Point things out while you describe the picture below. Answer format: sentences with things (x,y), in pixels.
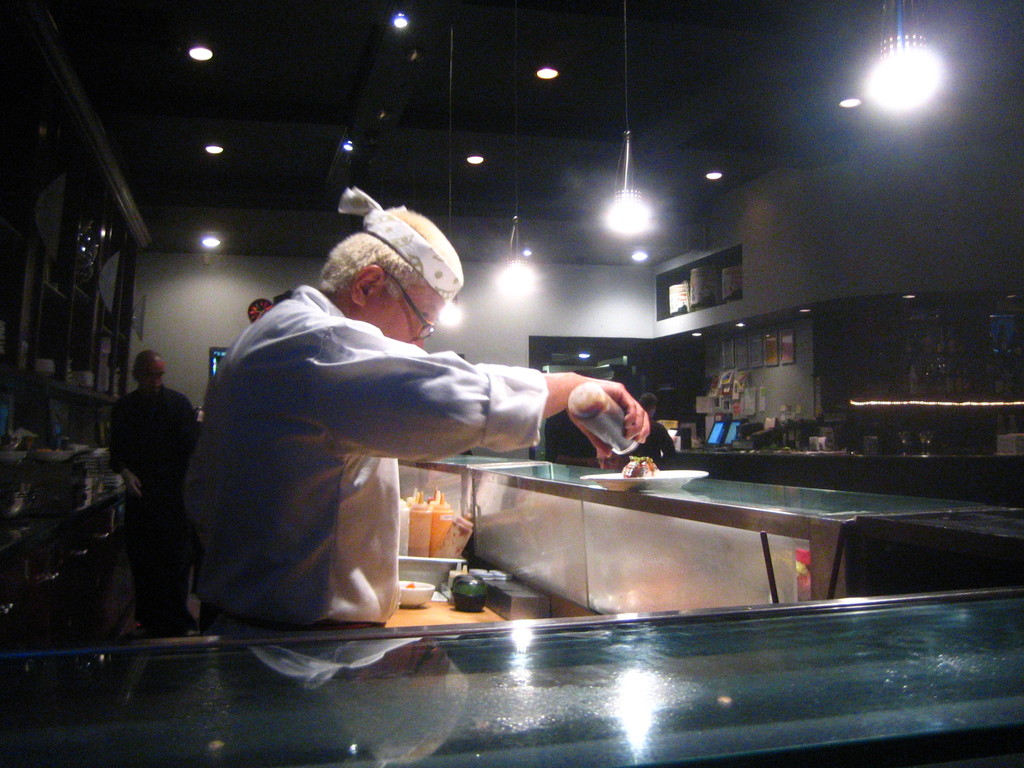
In the foreground of this image (279,330), there is a man (308,408) standing and holding a container (593,418). At the bottom (665,692), there is a glass desk (631,710). On the left (29,283), there are few objects (106,307) in the cupboard (51,311) and few objects (86,453) on the desk (16,526). We can also see cupboards (92,561) and also a man (135,501) on the floor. On the right (769,340), there are frames (769,340), lights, screens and few more objects (763,422) on the desk (846,487). At the top (509,69), there are lights (509,288) to the ceiling (609,165). In the background (537,303), there is a wall (486,302).
